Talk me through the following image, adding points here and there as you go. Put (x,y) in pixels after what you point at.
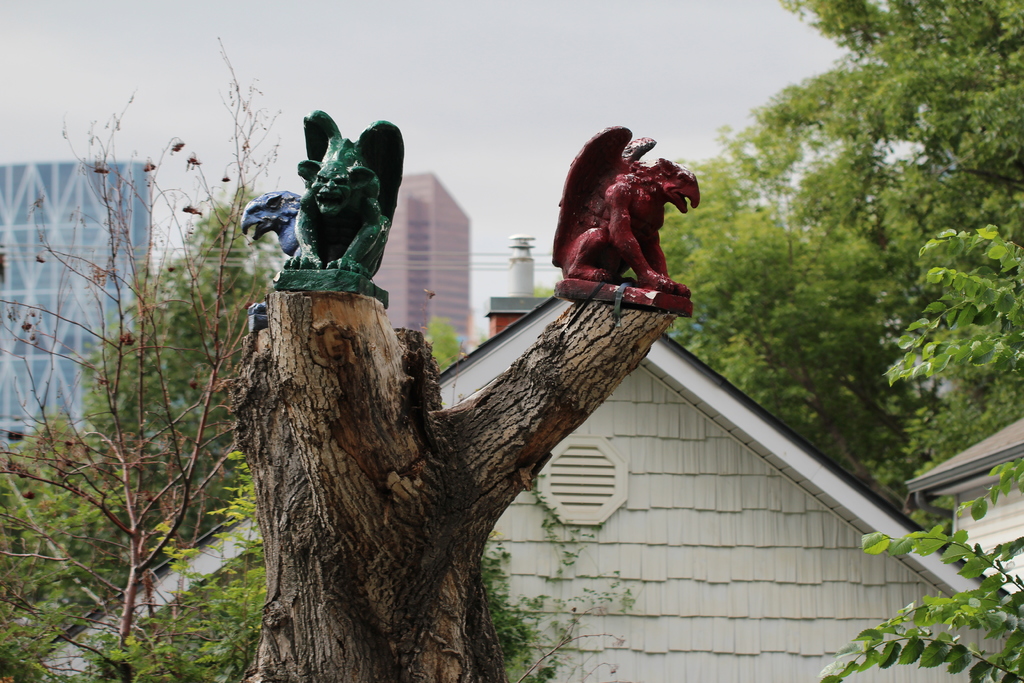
In the image we can see a tree trunk (376,495), on it there are sculptures (568,239) of different colors. There are buildings (132,220), trees (832,288) and a sky (445,68).
